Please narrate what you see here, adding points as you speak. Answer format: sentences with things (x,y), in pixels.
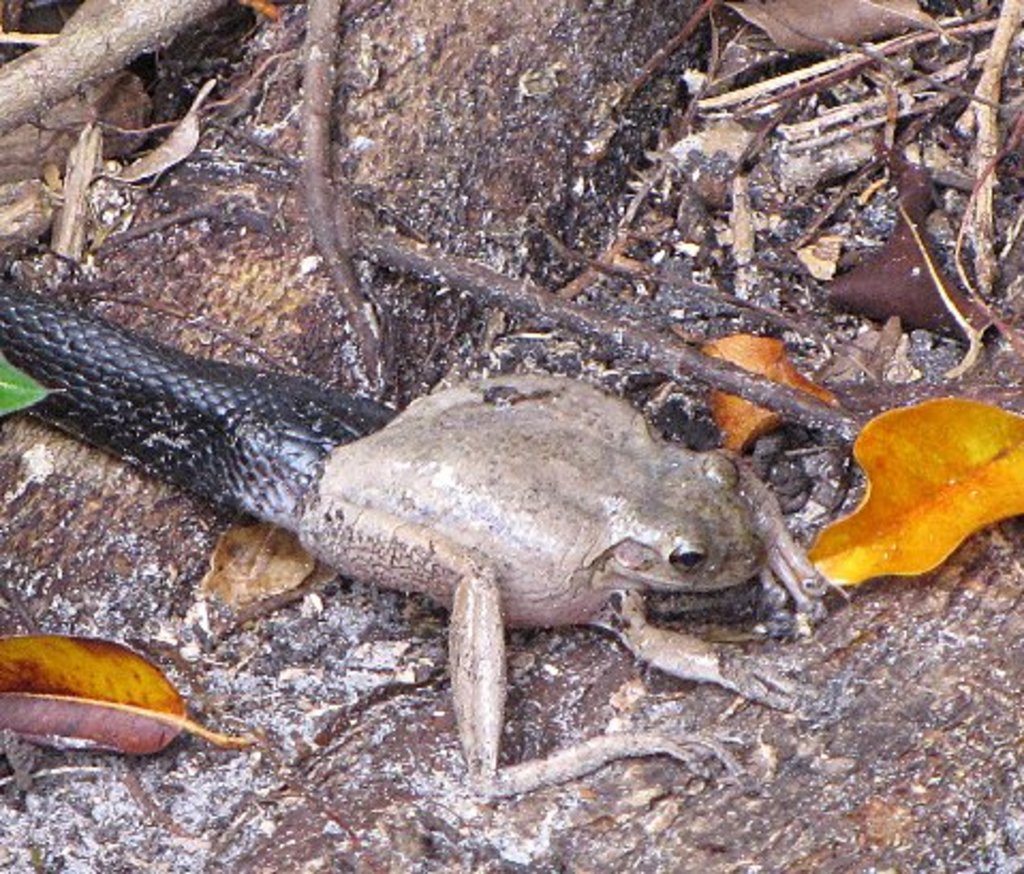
In this image we can see a frog (570,599), snake (193,440) and dry leaves (977,524), twigs (698,377) on the wooden surface (216,843).
